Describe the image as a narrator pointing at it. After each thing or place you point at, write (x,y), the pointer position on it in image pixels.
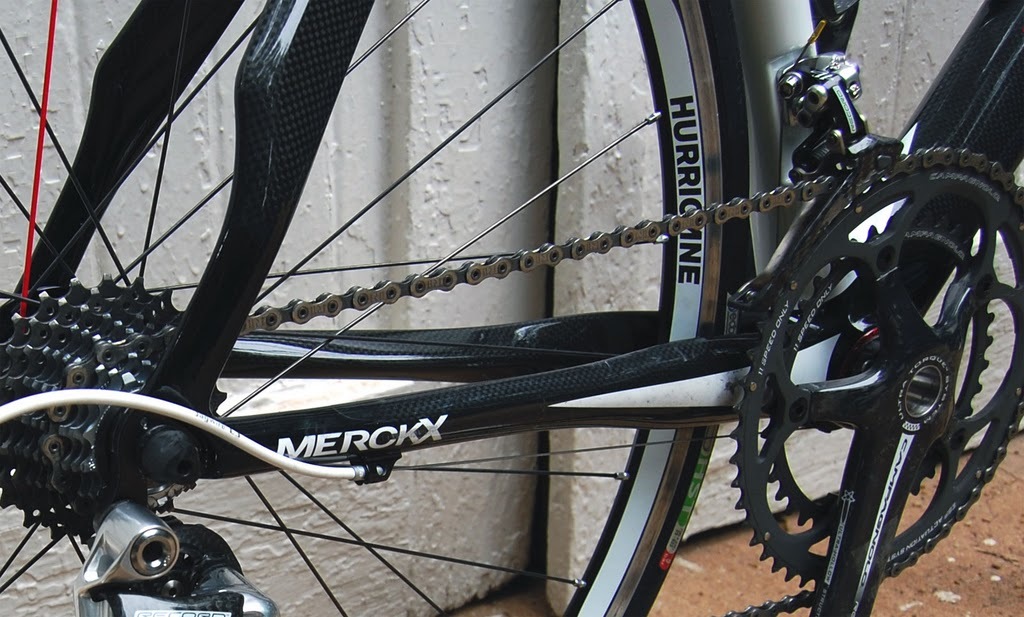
In this image, we can see wheel (681,261) of a bicycle (656,324) and in the background (496,136), there is wall (535,168).
